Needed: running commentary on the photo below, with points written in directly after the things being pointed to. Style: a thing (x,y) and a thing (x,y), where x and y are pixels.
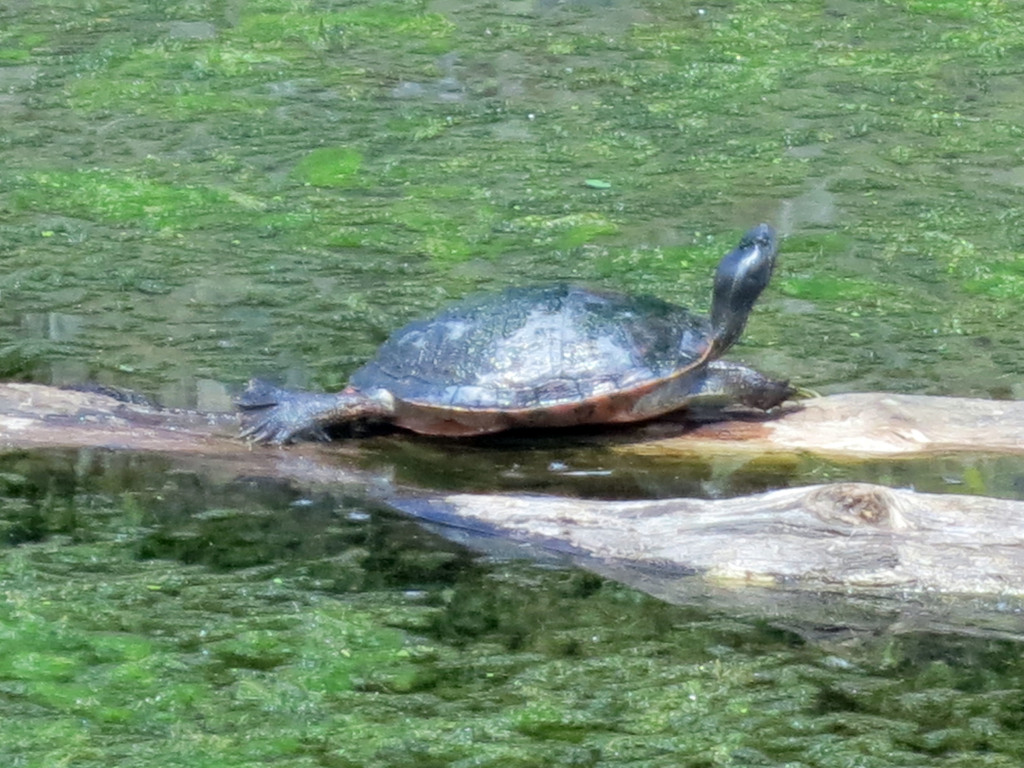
At the bottom of the image (697,685) there is water (951,664), above the water (152,749) there is a tortoise (755,388).
